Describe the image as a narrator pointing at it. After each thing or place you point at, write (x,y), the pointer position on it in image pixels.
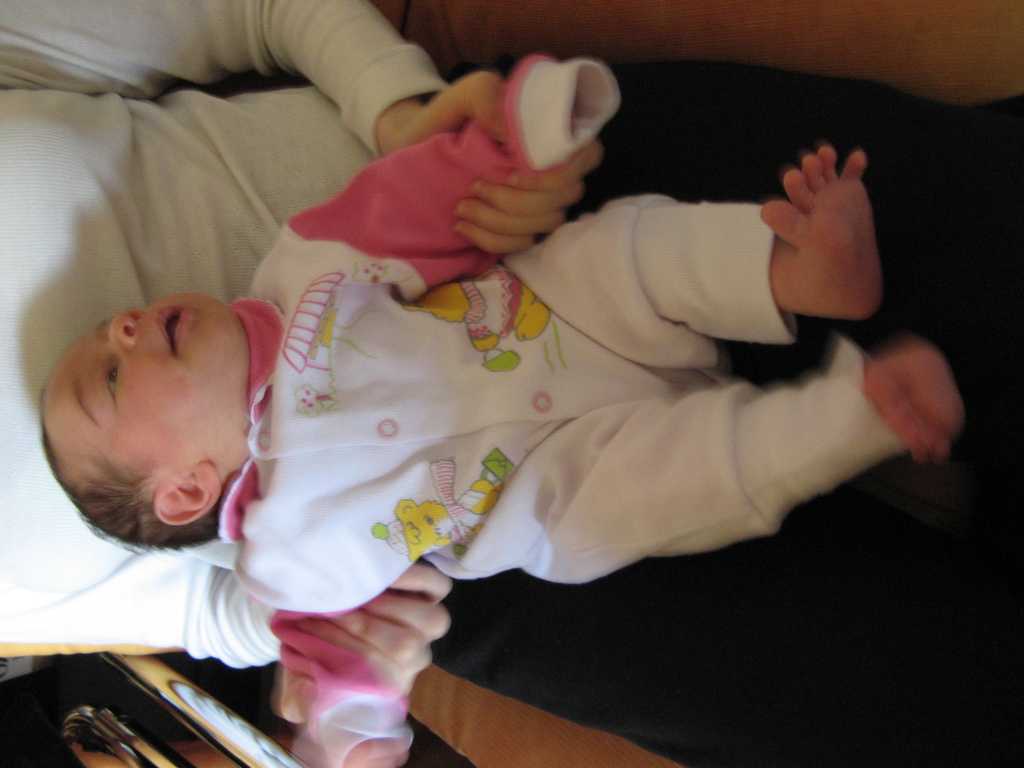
In this picture there is a person (312,87) sitting and holding the baby (747,395). At the bottom left (229,734) there is an object (103,722) and the baby (303,412) is lying on the person (950,304).
